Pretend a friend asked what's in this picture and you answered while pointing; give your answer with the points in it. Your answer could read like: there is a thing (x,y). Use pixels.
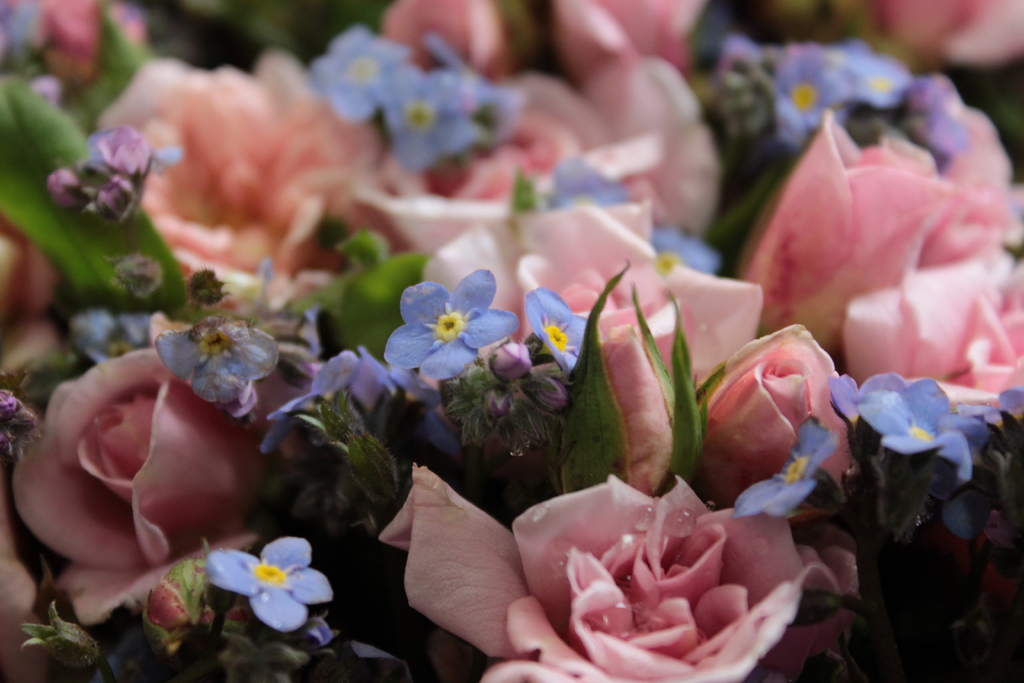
In this image I can see many flowers (442,283) and leaves (24,188). These flowers (127,341) are in pink, yellow and blue color. And the leaves (8,143) are in green color. And there is a blurred background (232,3).
